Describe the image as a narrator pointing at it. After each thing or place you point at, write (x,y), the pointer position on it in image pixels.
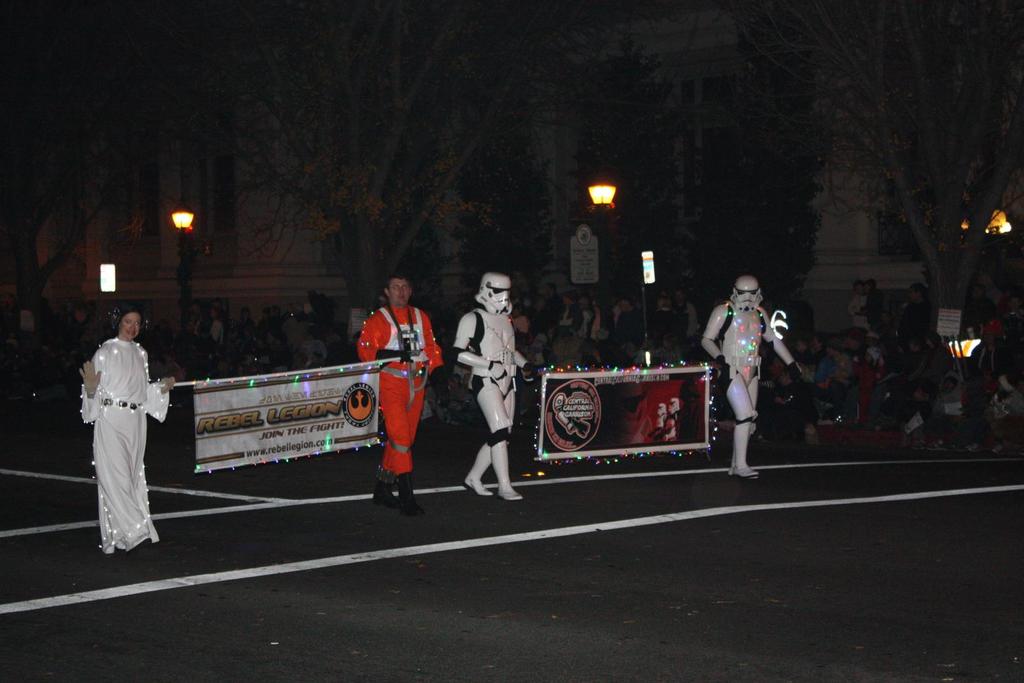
In this image in the front of there are persons (131,391) walking and holding banners (204,433) with some text (245,423) and images (347,408) on it. In the background (289,361) there are persons (599,320), trees (467,281), poles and buildings (220,283).
